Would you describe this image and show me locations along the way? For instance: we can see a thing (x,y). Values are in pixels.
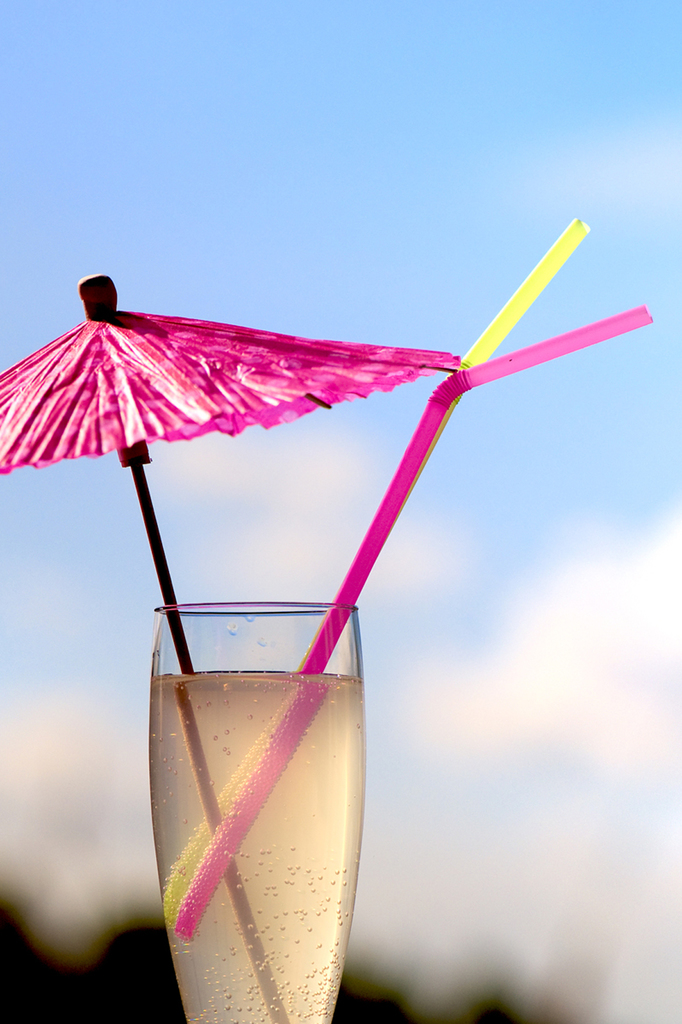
In the picture we can see a glass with some drink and in it we can see two straws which are pink and light green in color and we can also see some umbrella (119,388) with a stick (183,697) which is pink in color.
